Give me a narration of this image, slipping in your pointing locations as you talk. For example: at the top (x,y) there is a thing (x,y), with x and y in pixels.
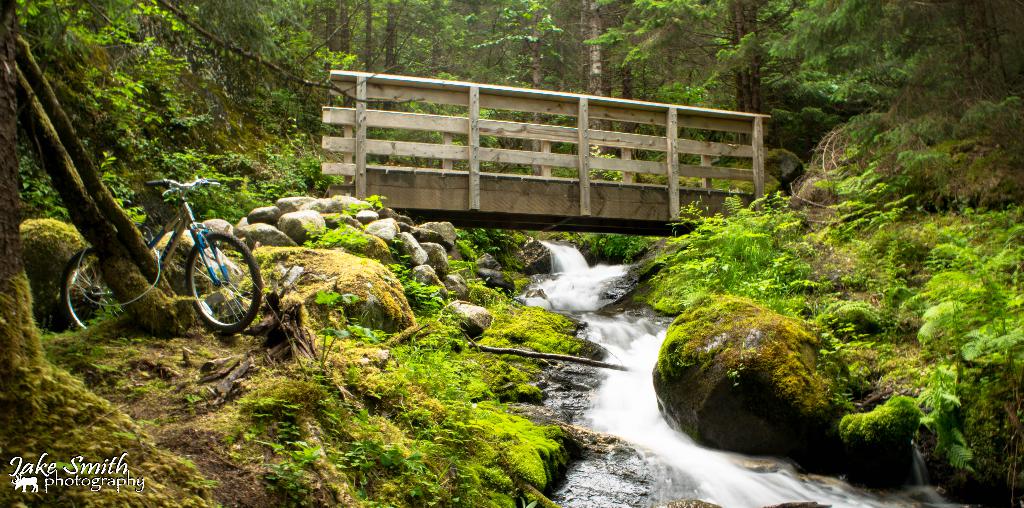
In this image in the center (567,294) there is water (611,409) and there's grass (392,400) on the ground (370,339). On the left side (214,280) there is a bicycle (172,230). In the center (547,180) on the top (359,165) there is a bridge (511,177) and in the background (426,39) there are trees (610,39).
